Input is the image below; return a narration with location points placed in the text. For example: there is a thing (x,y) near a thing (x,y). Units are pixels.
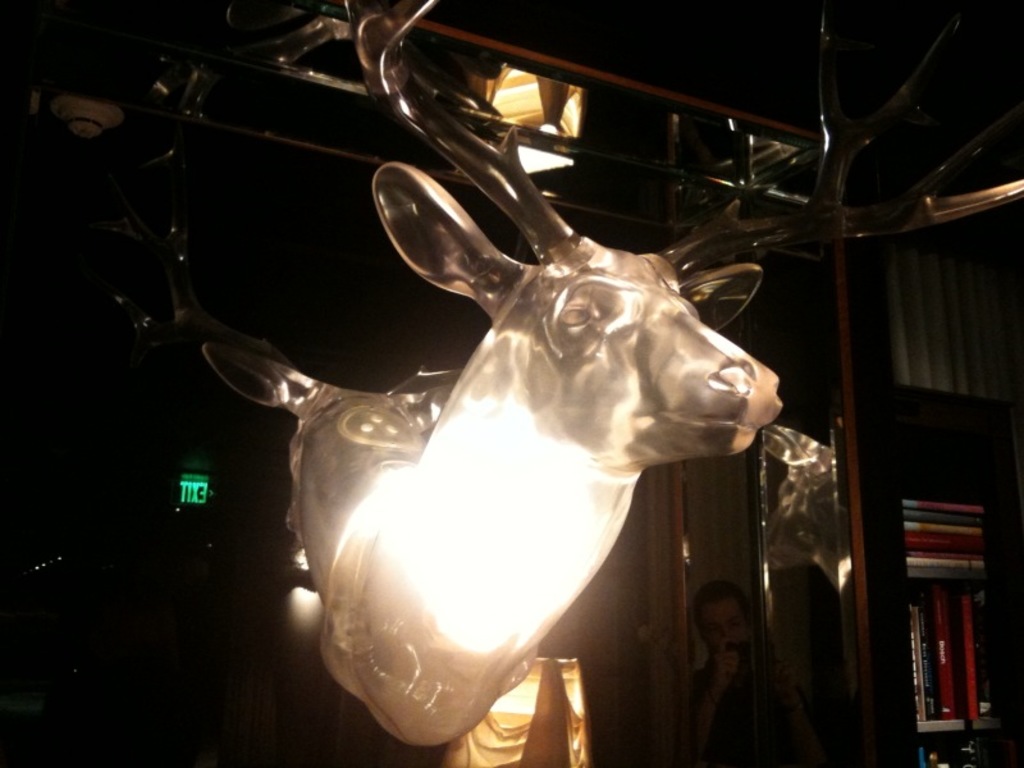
In this image there is a statue of a deer (502,385) inside a building (633,192). In the right (943,455) there is a book rack (951,456).
